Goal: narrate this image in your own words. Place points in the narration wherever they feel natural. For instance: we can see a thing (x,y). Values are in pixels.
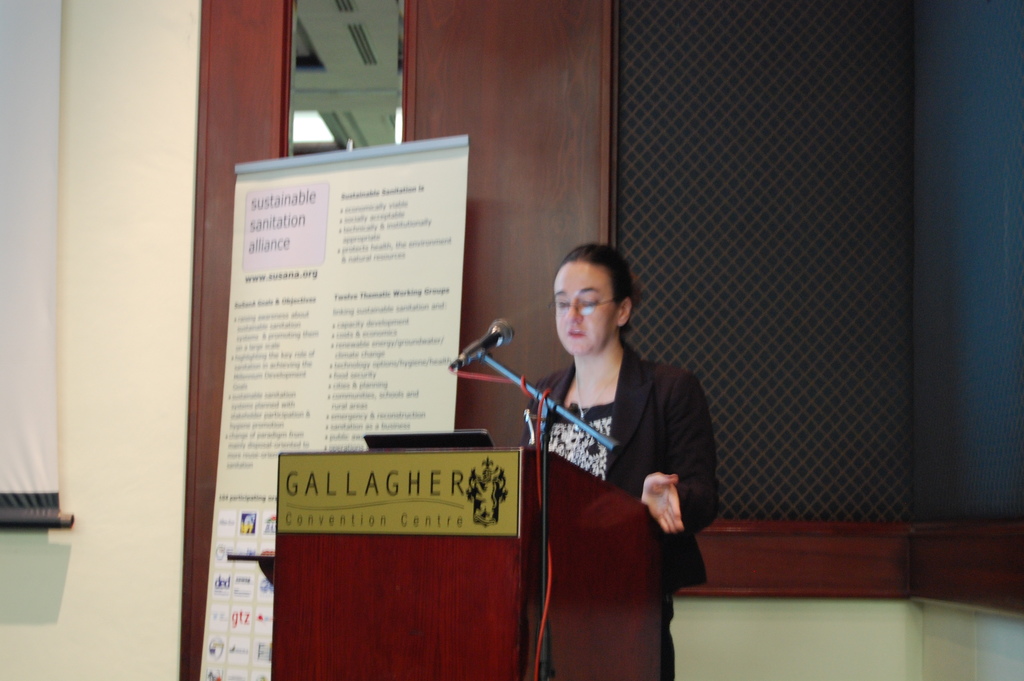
In this picture there is a woman (609,416) wearing blazer (634,417) and black dress (580,437). She is standing near to the speech desk (507,616). On the desk (625,498) there is a laptop (423,445) and mic (591,431). Beside her we can see a banner (345,318). On the top right (738,222) we can see black color cloth (767,158). On the left (31,381) there is a projector screen (16,270) near to the door (195,295).
